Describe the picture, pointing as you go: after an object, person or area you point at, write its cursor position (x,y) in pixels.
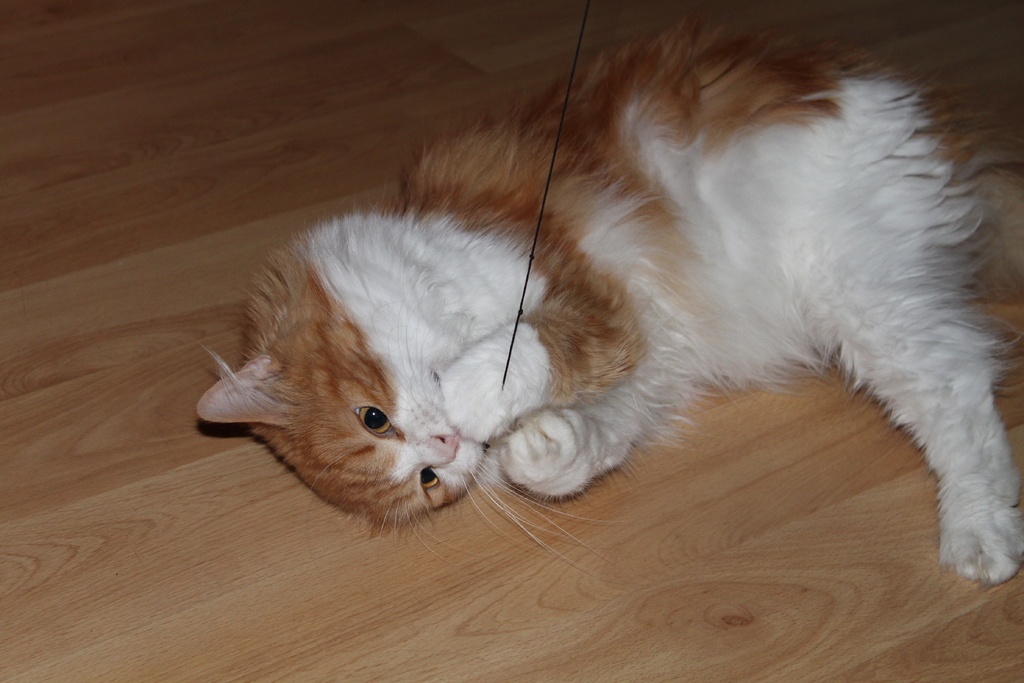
In this image we can see a cat (601,211) on the surface (577,24) and the cat (527,335) is holding a thread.
